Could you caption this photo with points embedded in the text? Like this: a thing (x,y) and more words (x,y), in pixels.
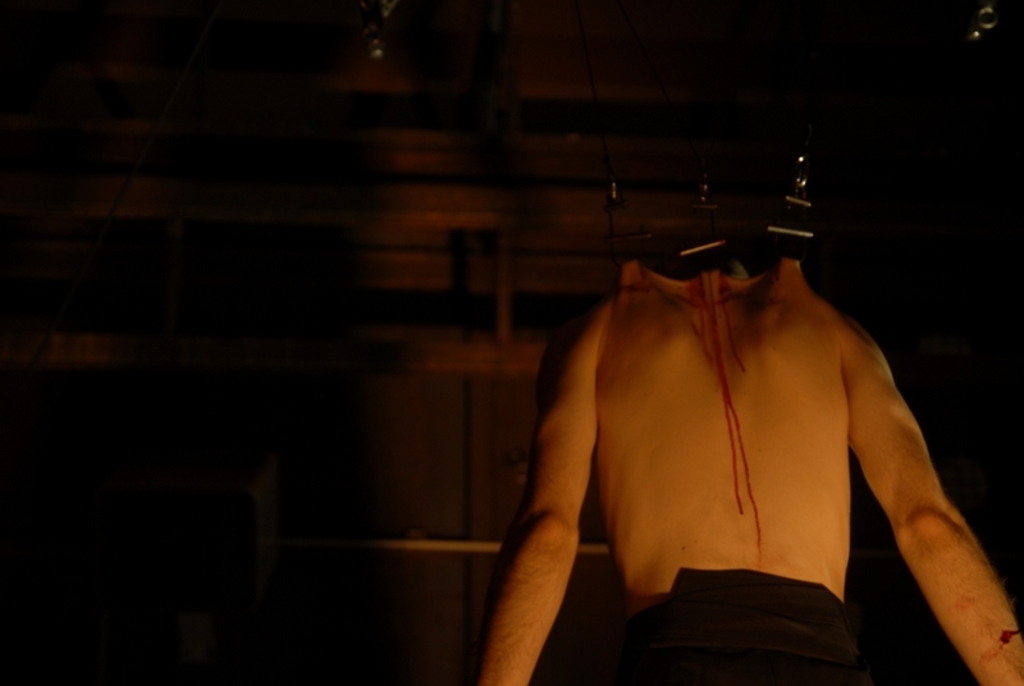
In this picture I can see the man (870,336). On his back (781,309) I can see the blood (695,289). In the back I can see the wooden wall (324,310).
